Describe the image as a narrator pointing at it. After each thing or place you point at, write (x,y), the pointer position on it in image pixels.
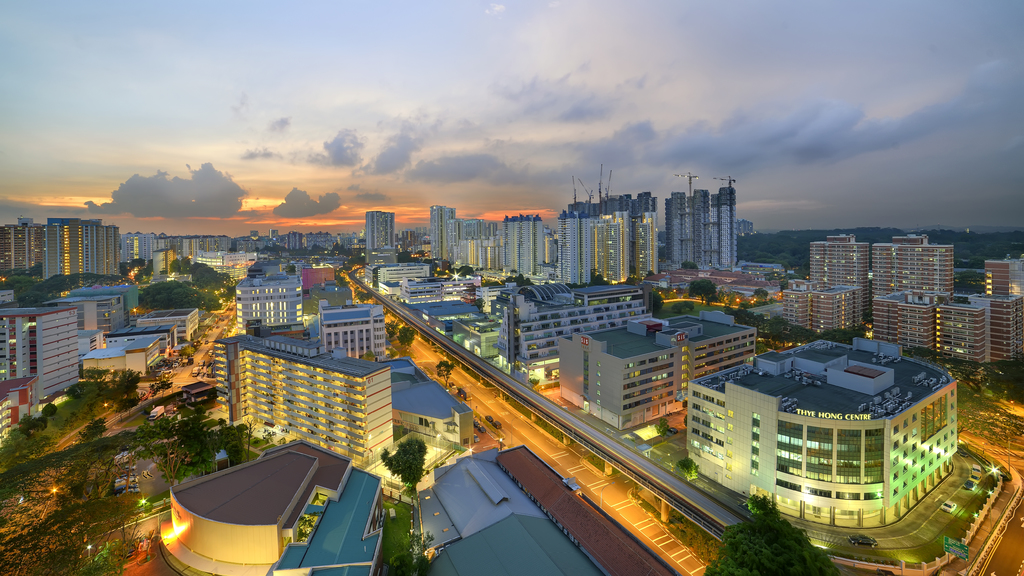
In this image there are many buildings (297,294). There is road (527,423). There are trees (159,288).
